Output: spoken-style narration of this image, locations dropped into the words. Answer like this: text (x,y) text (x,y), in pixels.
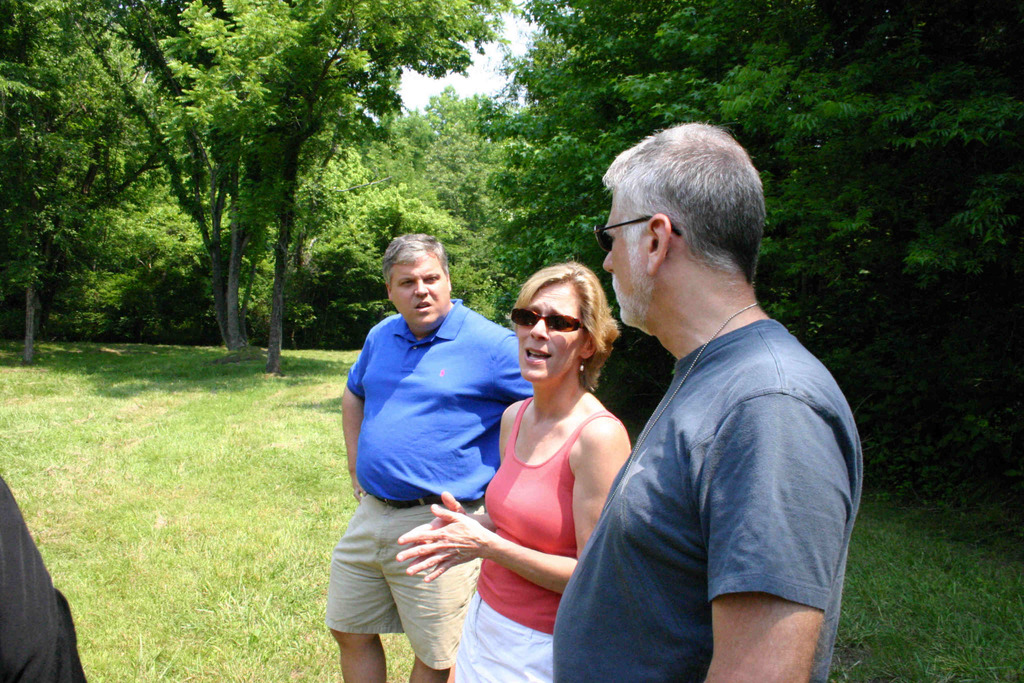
In the image there is a woman (544,397) in pink vest (532,507) standing in the middle of two men (484,433) on the grass land (304,514), in the background (129,125) there are trees (338,202) all over the place.
